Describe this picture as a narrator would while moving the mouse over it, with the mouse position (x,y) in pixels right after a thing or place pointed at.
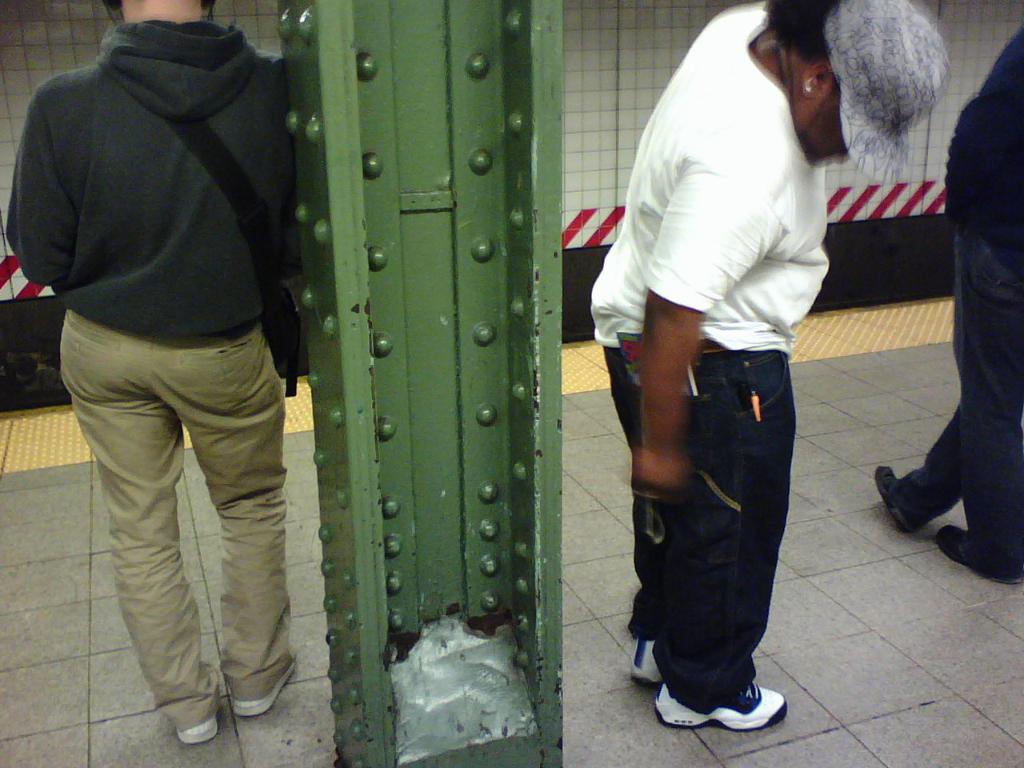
In the center of the image (662,404), we can see a people (202,232) and there are some standing. In the background (614,81), there is a wall (603,73) and at the bottom (624,628), there is floor (811,598).
